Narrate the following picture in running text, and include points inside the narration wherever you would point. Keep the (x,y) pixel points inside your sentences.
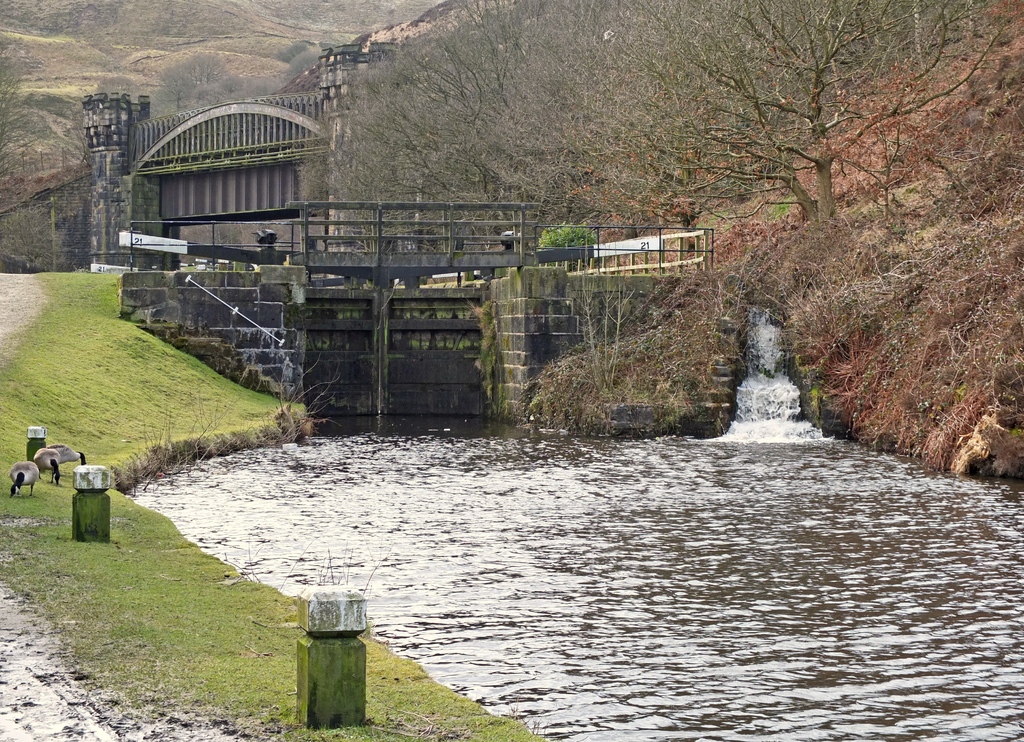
On the left side (13,706) there is a road (91,700), there are three ducks (47,451), three poles (334,720) and grass (258,679) on the ground (258,679). On the right side (757,357), there is a waterfall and there are trees (902,67) on a hill (994,150). In the background (176,191), there is a bridge (248,194) and there are mountains (418,23).
